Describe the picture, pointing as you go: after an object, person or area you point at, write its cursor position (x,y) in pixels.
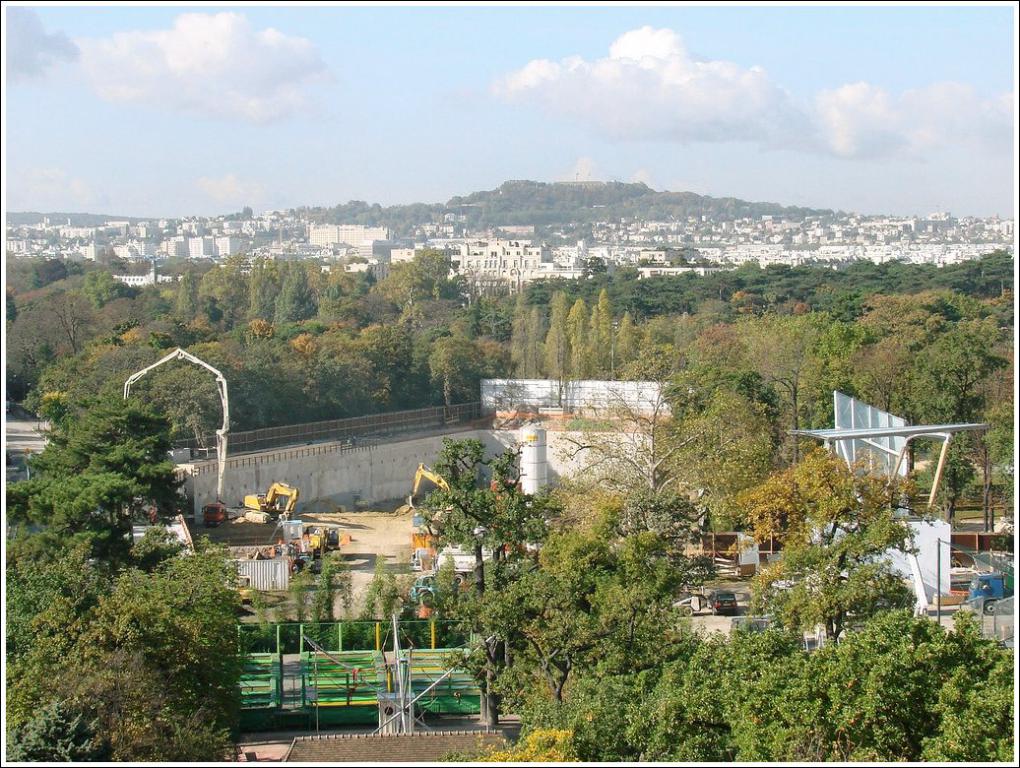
In the background (959,34) we can see the clouds (926,130) in the sky (803,177). In this picture we can see the thicket (71,302), trees (939,296), vehicles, excavators (295,499), poles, railing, objects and concrete tower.
